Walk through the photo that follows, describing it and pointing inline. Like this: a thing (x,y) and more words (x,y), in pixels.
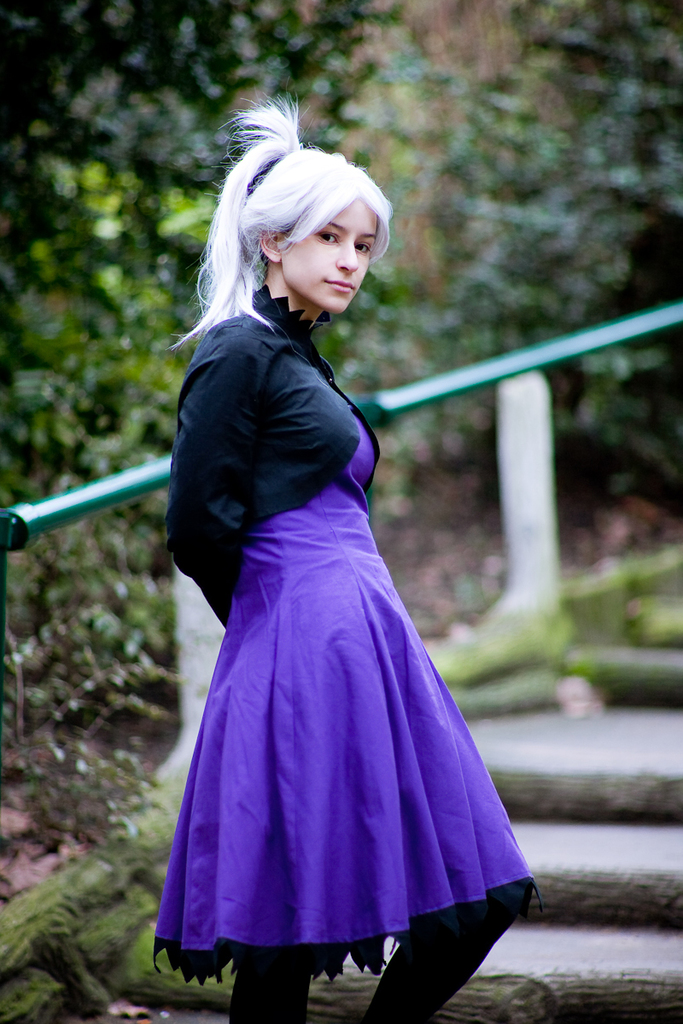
In this image I can see a woman (279,270) is standing in the front (169,959). I can see she is wearing black colour jacket (276,464) and purple colour dress (276,888). In the background (60,510) I can see a green colour pole (60,510), few trees (108,296) and I can see this image is blurry in the background (525,195).
